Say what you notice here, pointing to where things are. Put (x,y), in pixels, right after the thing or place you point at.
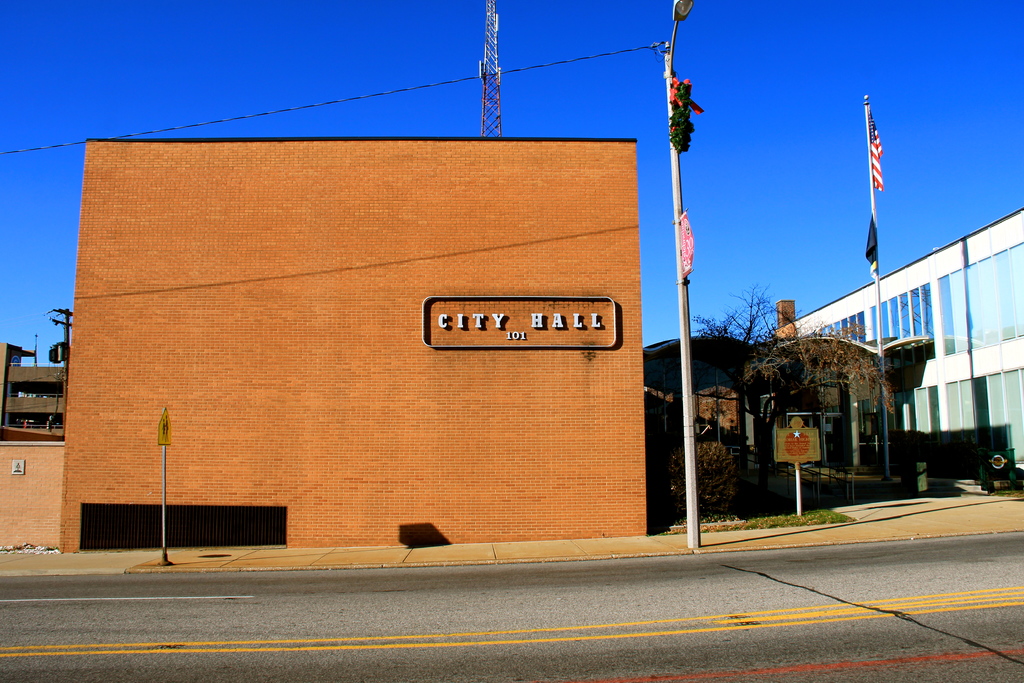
This image consists of a building wall (280,416) made up of bricks (451,358). On which we can see a name board (424,341). On the left (32,510) and right, there are buildings (986,383) along with a flag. In the front (691,116), there is a pole (682,344) along with the light (678,0). In the background (495,82), there is a tower (498,102). At the top (281,26), there is sky (248,31).
